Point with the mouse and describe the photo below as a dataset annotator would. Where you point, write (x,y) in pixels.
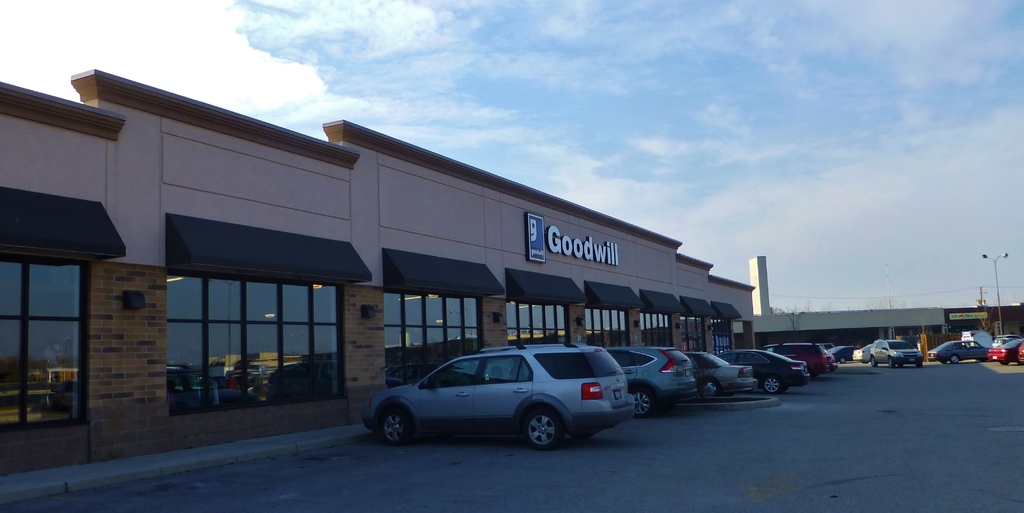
In the foreground (594,361) I can see fleets of cars (659,400) on the road (742,428), buildings (547,297), boards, light pole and wires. In the background (823,289) I can see trees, pillar (754,282) and the sky (722,29). This image is taken may be on the road (641,424).
